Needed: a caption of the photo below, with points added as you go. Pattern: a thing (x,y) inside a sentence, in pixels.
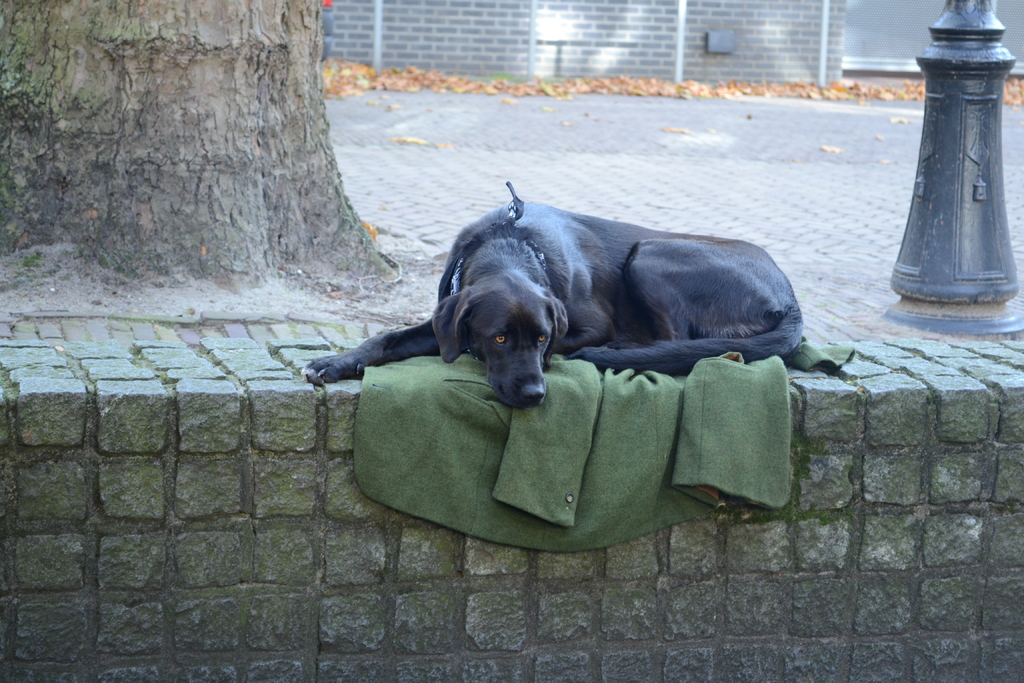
In this picture we can see a black color dog (604,326) lying on a cloth (439,451), wall (207,516), tree (213,36) and dried leaves (343,90) on the ground (641,135).
